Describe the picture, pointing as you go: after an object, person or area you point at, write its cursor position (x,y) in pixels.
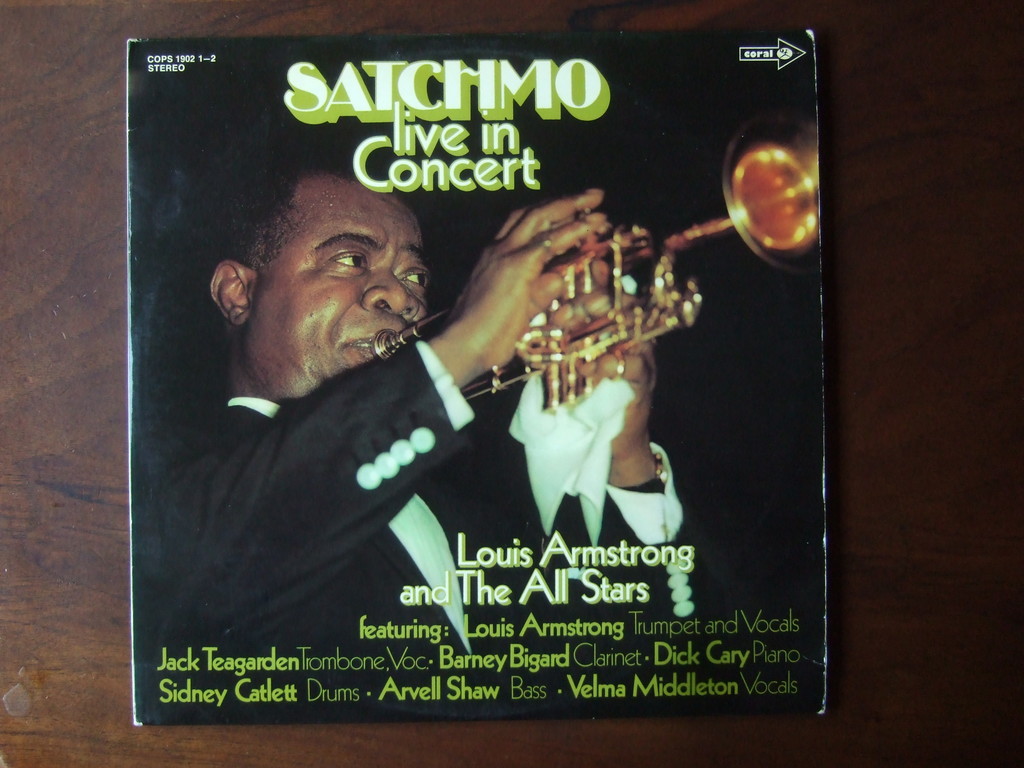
In this image we can see a record cover (433,498) placed on the table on which we can see the picture of a person (388,431) playing the trumpet (617,253). We can also see some text (608,589) on it.
